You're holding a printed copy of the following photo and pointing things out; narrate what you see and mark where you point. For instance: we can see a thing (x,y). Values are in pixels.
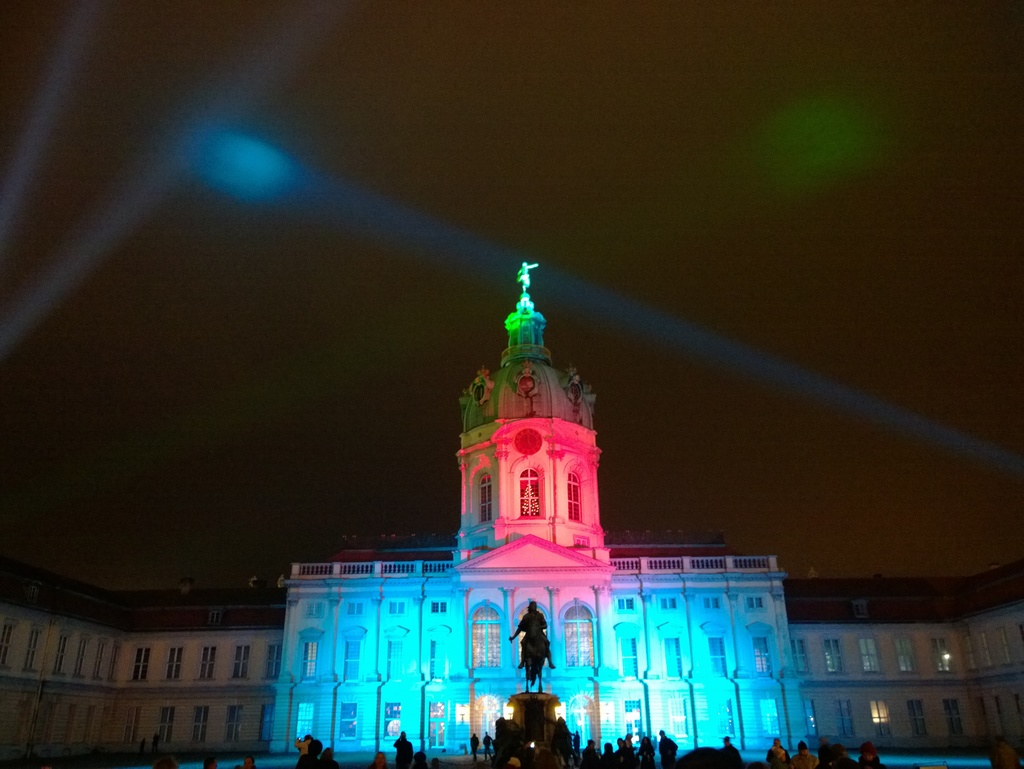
In this image we can see a palace (600,609). At the bottom (532,753) there are people (795,766) and we can see a statue (529,616). In the background (316,385) there is sky (515,158). We can see lights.
